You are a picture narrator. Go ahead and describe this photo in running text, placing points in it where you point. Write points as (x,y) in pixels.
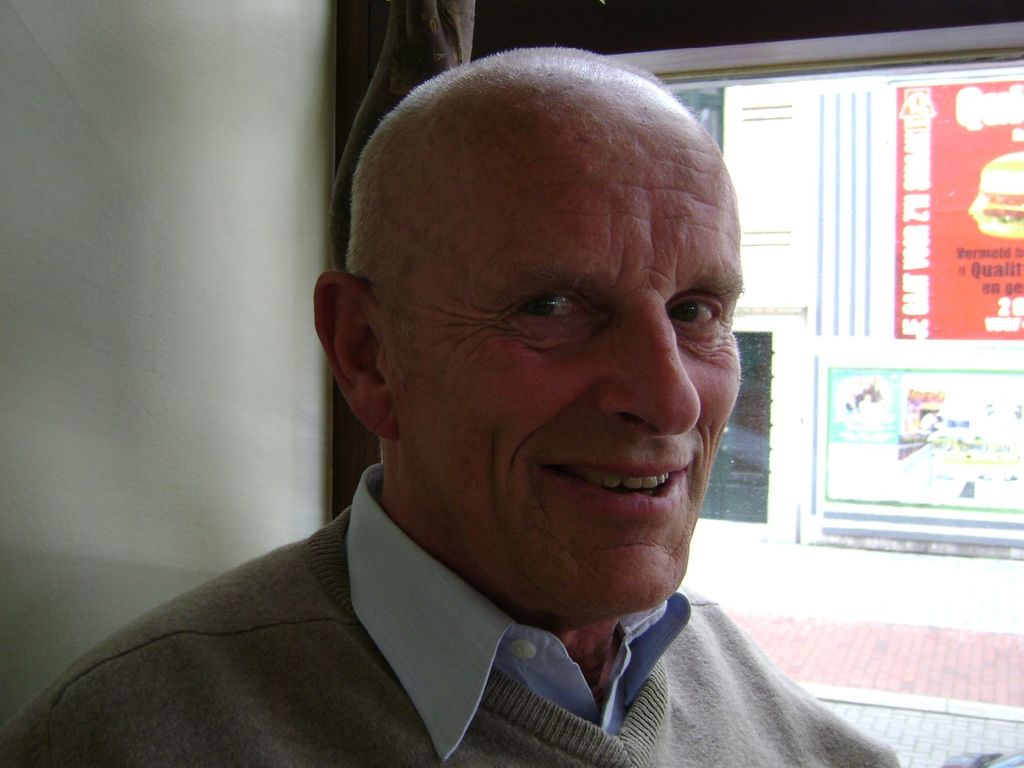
In the middle (537,409) a man (703,189) is looking at his side, he wore a sweater (346,661), shirt (453,683). In the right side (872,227) it is a glass window (929,348).
